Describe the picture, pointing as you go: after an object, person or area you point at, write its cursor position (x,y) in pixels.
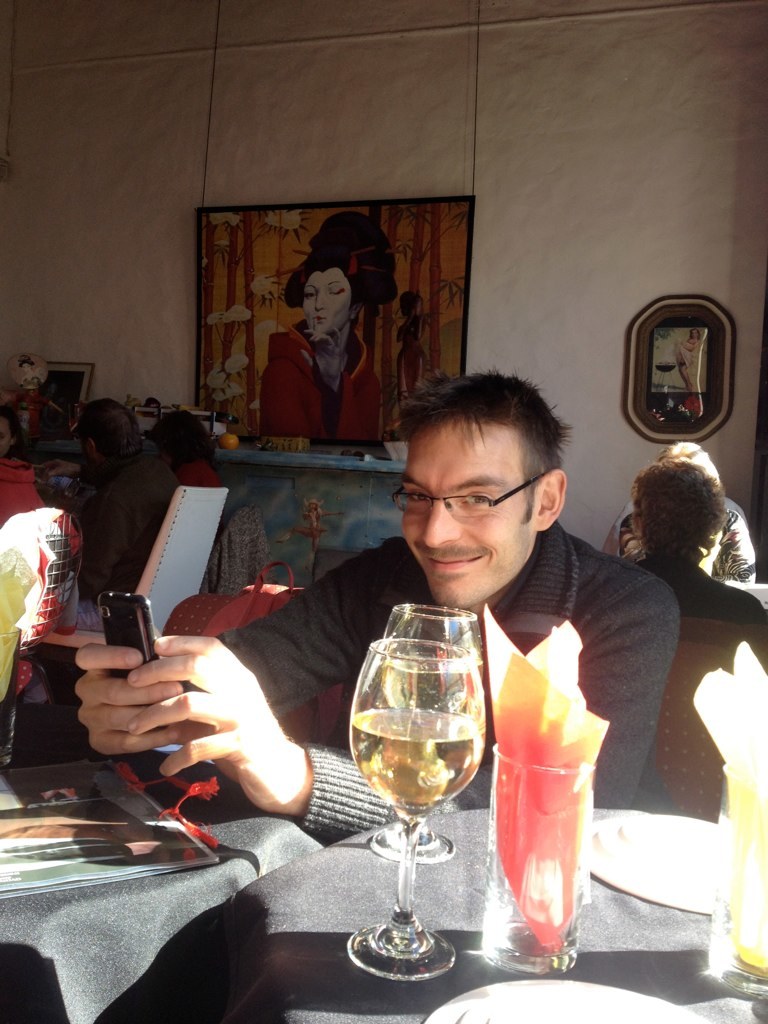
I can see in this image a group of people (512,617) are sitting on a chair (338,709) in front of a table (598,890). The person (476,529) in the front (467,526) is sitting and smiling, he is also holding an object (145,655) in his hand (250,758). On the table (439,865) we have few glasses (492,906) and other objects (607,1018). In the background (317,272) I can see a photo (345,256) on a wall (503,266).
